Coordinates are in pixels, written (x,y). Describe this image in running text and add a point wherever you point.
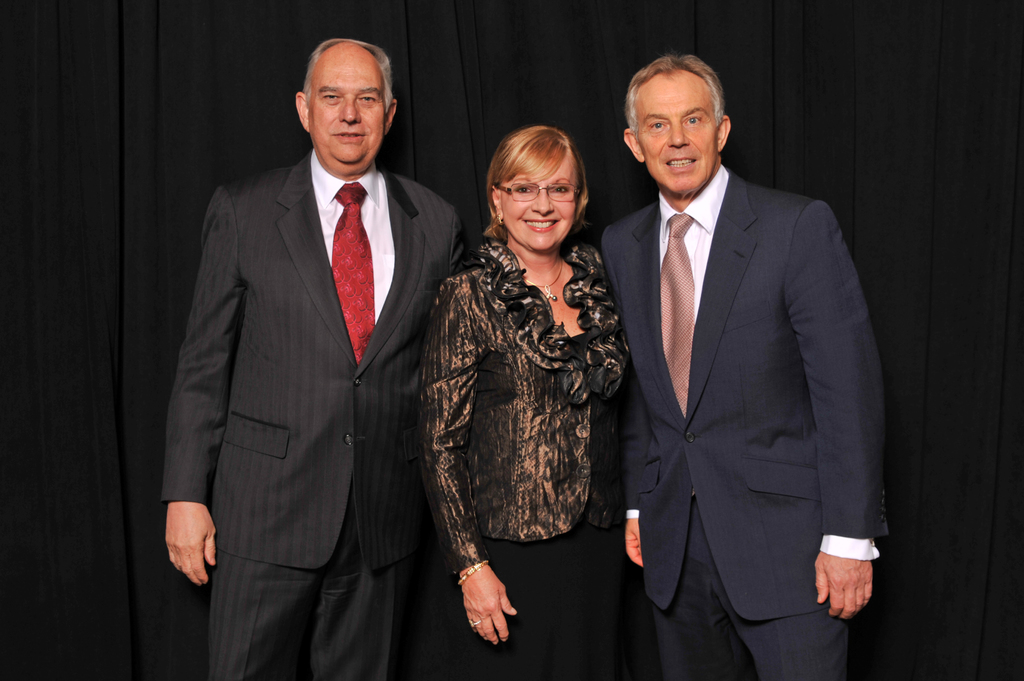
In this image in the front (513,250) there are persons (501,278) standing and smiling. In the background (181,227) there is a curtain (150,246) which is black in colour.
